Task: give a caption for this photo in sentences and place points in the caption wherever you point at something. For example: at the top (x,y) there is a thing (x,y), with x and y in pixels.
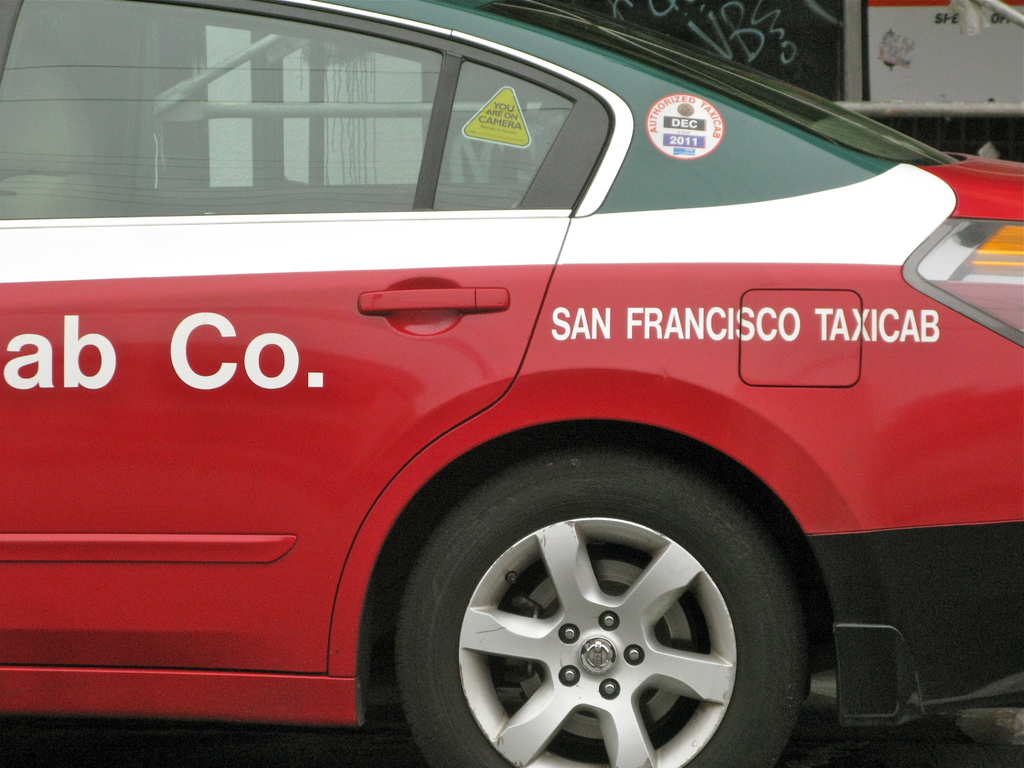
There is a green, white and red car (727,161) on which something is written.
